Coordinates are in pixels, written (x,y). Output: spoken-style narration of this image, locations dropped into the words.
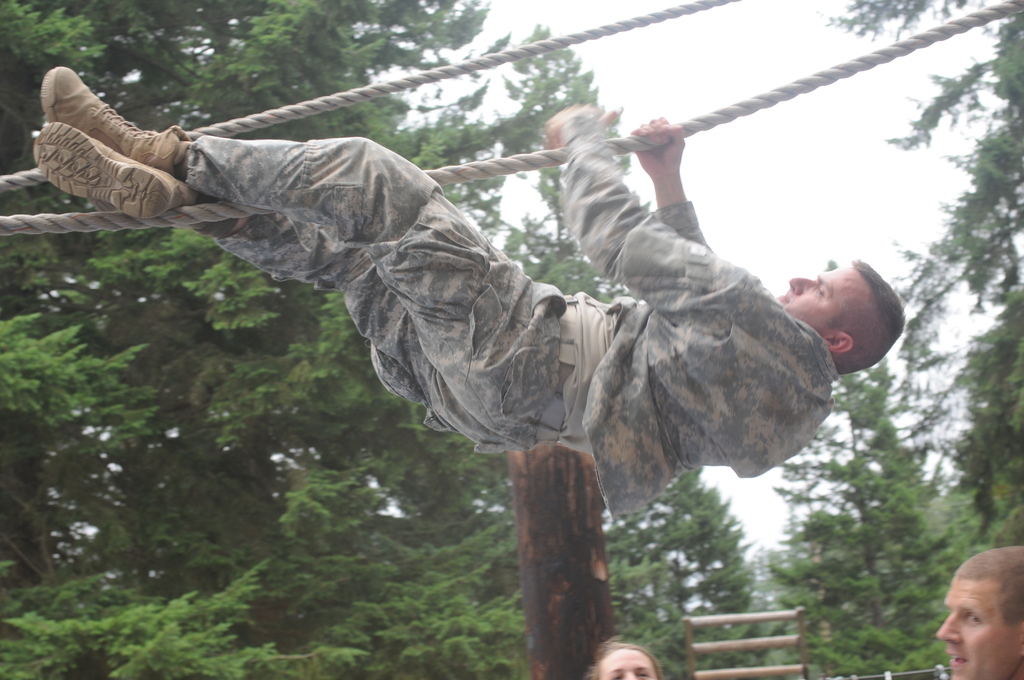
In this image we can see few persons (496,325), one of them is hanging on the rope (809,88) and there is a wooden pole (606,589) and sticks (793,609), also we can see the sky (758,92), and some trees (545,100).
